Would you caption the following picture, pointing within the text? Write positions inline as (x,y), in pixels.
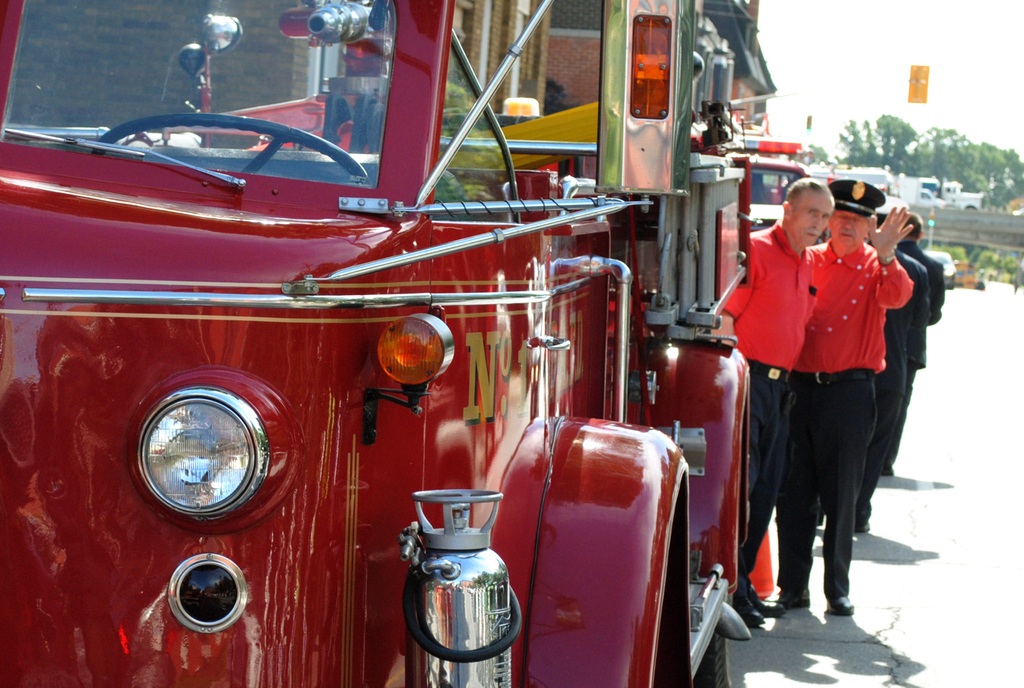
In this image, we can see people (872,294) wearing clothes (844,381). There are vehicles (705,373) in the middle of the image (633,404). There are trees (948,159) in the top right of the image (937,130).
